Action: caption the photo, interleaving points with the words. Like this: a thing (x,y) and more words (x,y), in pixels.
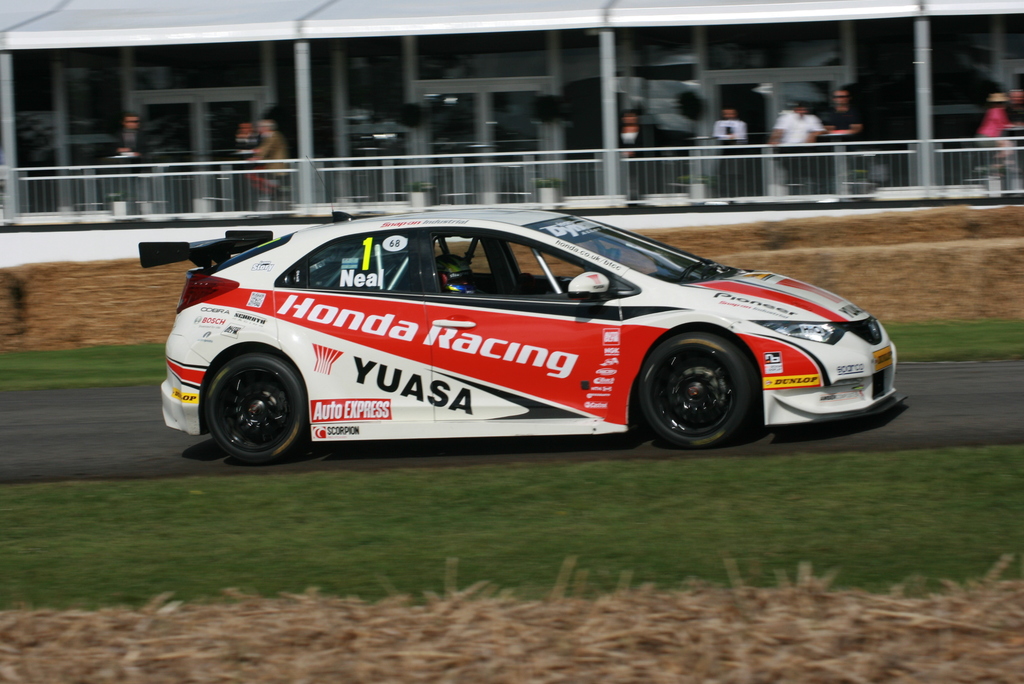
In the image we can see there is a racing car (637,299) which is moving on the road (810,438) and beside there is a building (393,137) in which people (130,141) are standing. The ground (428,533) is covered with grass (469,560).
